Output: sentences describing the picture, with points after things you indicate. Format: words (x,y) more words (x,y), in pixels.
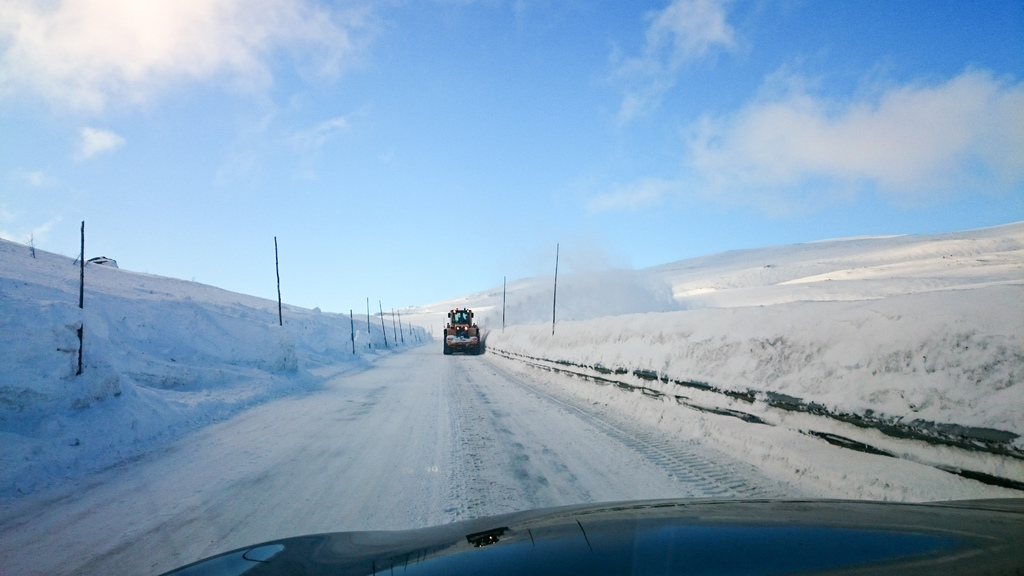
Here I can see two vehicles (526,545) on the road (380,420). On both sides of the road (366,459) I can see the snow (204,324) and some poles (554,307). On the top of the image (377,169) I can see the sky (281,58) and clouds (161,43).
